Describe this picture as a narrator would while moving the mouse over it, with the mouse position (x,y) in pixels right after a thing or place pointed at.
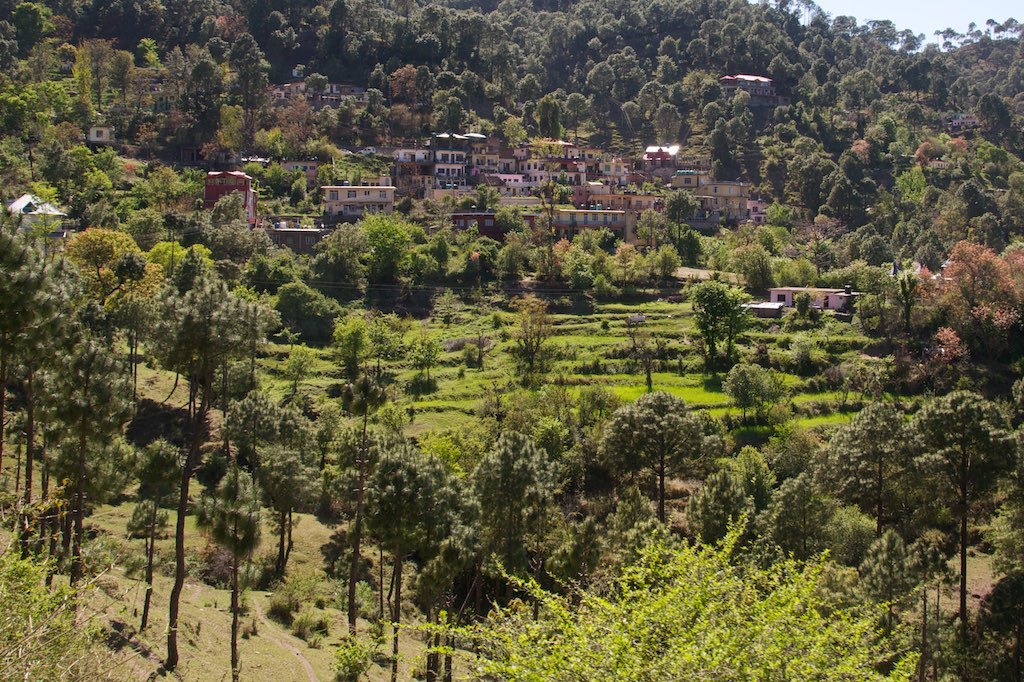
In this image I can see few buildings (696,172) and trees (73,328), grass (469,313) visible, in the top right (902,14) there is the sky (940,20) visible.
